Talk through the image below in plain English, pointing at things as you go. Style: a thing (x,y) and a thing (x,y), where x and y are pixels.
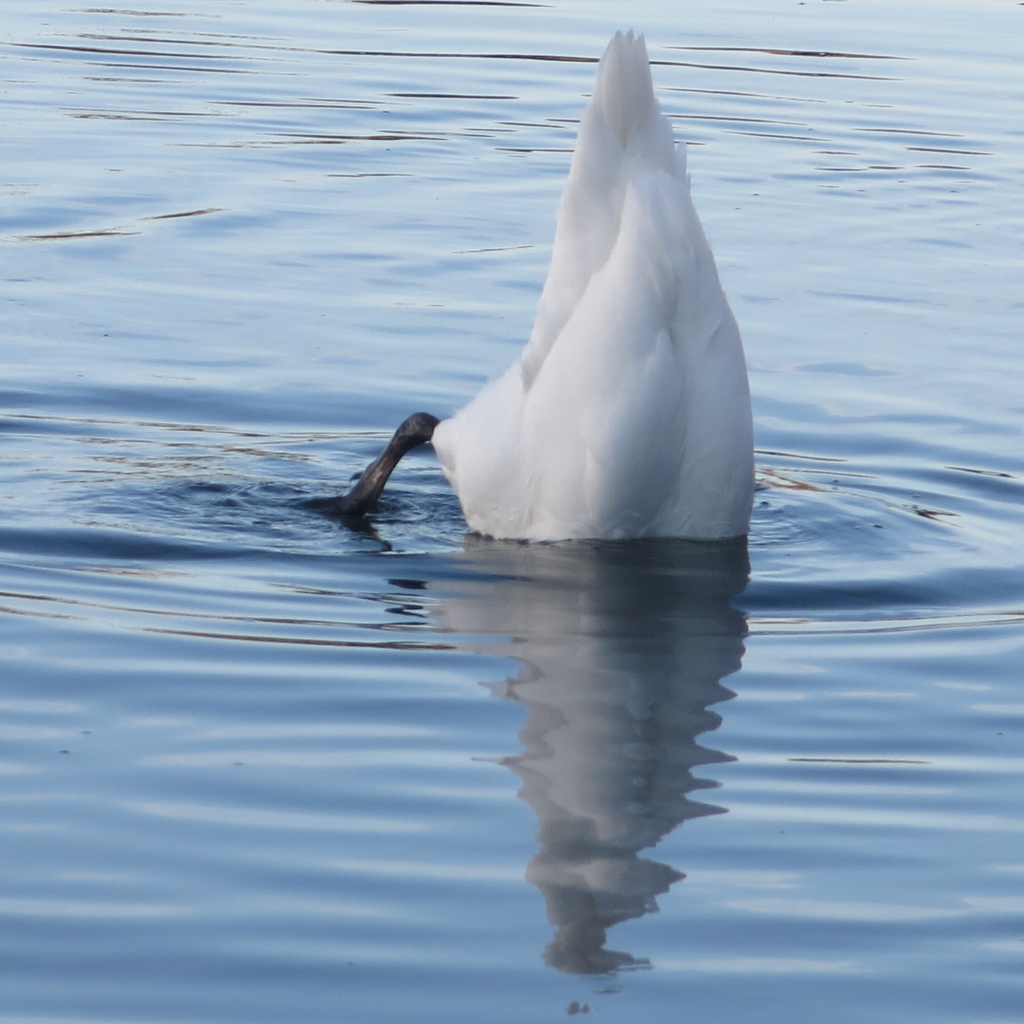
In the picture there is water (759,458), in the water (921,448) there may be a bird (657,531) present.
